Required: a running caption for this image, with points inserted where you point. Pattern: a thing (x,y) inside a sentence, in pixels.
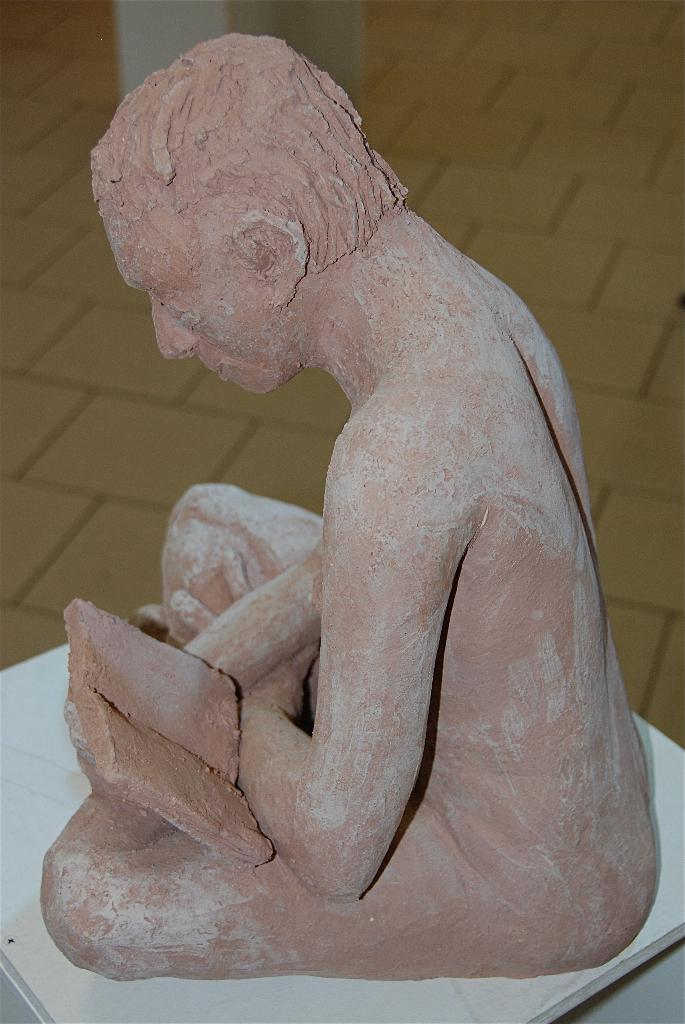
In this image in the foreground (425,590) there is one sculpture (285,590), at the bottom (25,694) it looks like a table (674,892). In the background (321,51) there is pillar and floor (599,320).
